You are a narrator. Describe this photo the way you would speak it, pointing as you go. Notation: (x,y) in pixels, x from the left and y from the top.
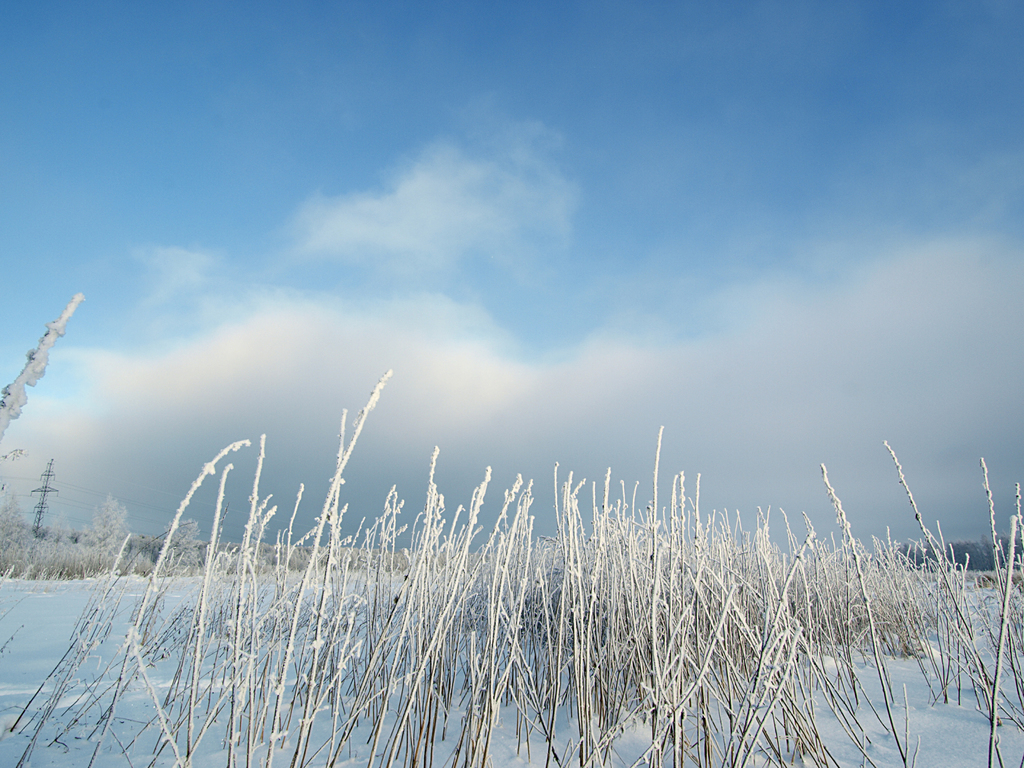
In this picture we can see snow (364,656) and some plants (521,551) at the bottom (275,538), there is the sky (571,299) and clouds (283,525) at the top of the picture (570,237).
